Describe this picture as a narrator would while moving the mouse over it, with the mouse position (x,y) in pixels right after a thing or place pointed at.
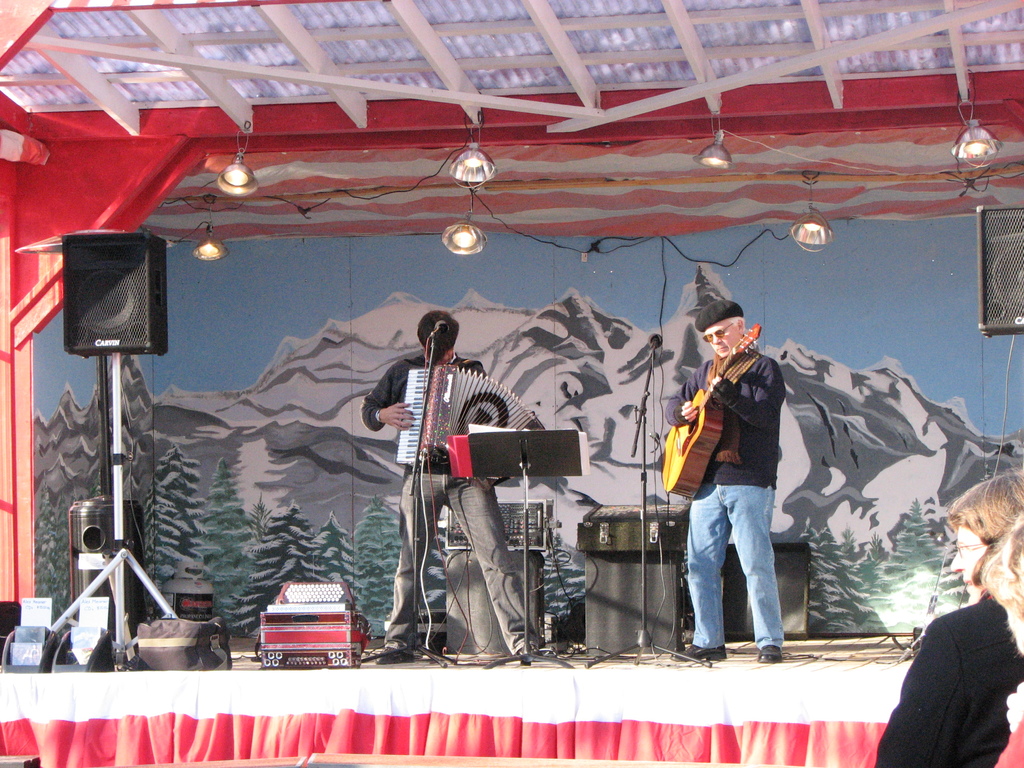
In this image i can see a stage performance of the musicians (405,613) and there are the two persons (497,544) standing on stage (523,647) and a person (391,388) on the middle (382,418) wearing a black color shirt (382,398) playing a accordion (454,393) and there are the lights (466,229) on the roof (507,134). and there is art (185,386) on the back side (343,336). and beside him there is a person (742,418) holding a guitar (719,422) wearing a black color shirt (765,430). On the right side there is a mike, On the left side (141,311) there is a speaker (128,326) and there are some audience (948,615) on the right side (980,609). and there are some musical instruments (313,649) kept on the floor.
